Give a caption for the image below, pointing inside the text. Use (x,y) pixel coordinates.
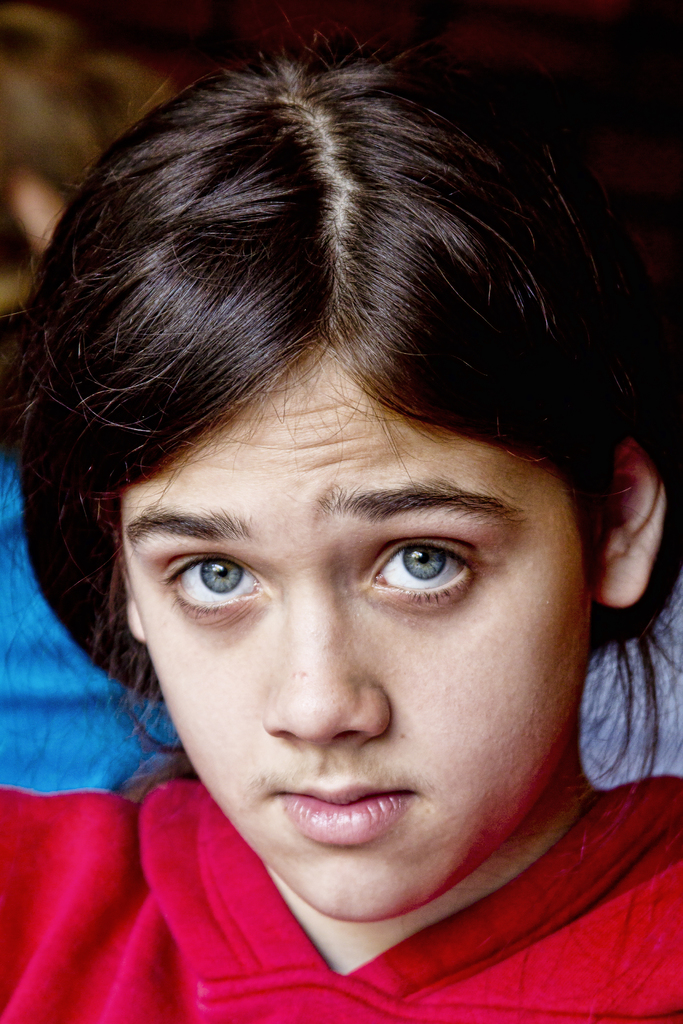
In this image we can see a person's face (285,701).
